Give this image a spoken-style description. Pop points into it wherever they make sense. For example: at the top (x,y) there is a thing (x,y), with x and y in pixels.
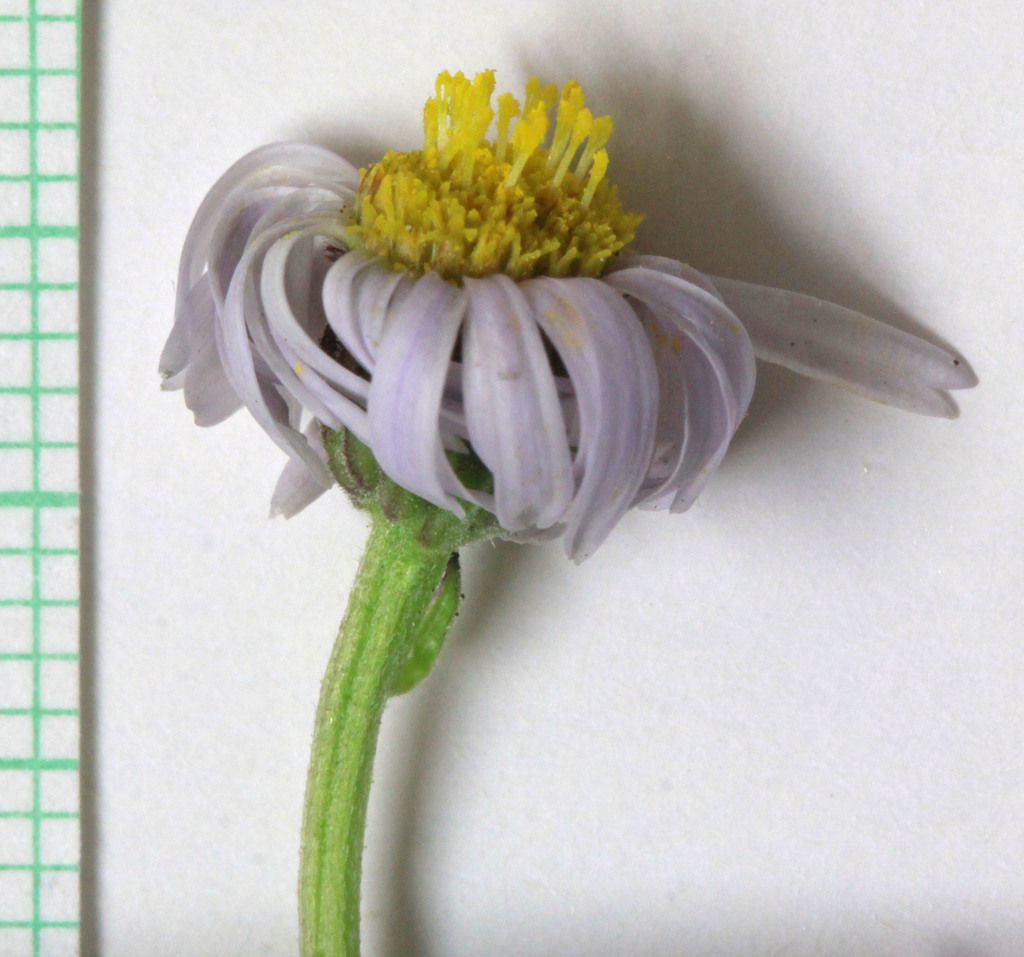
In the foreground of this image (396,481), there is a flower (364,628) on the white surface (193,653) and also few green lines (39,484) on the left side (47,498).
